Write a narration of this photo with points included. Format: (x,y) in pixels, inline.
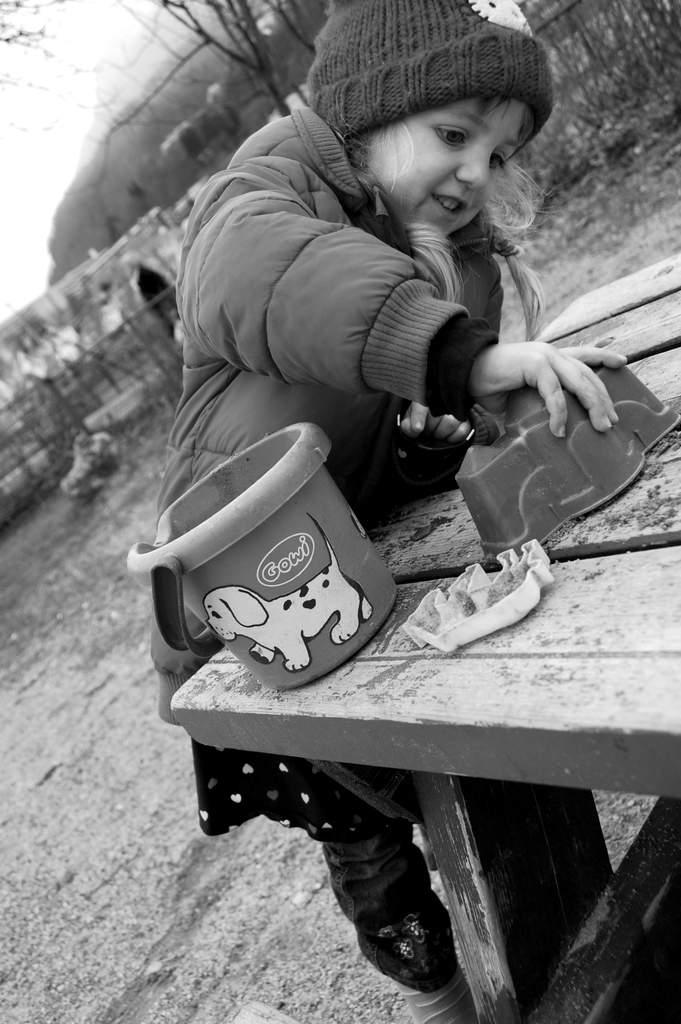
In the given image we can see that a child (243,289) is standing. There is a bench (515,673) in front of her. This is a bucket (314,600). She is wearing a jacket (352,254) and a cap (357,69). This is a tree (205,46).
